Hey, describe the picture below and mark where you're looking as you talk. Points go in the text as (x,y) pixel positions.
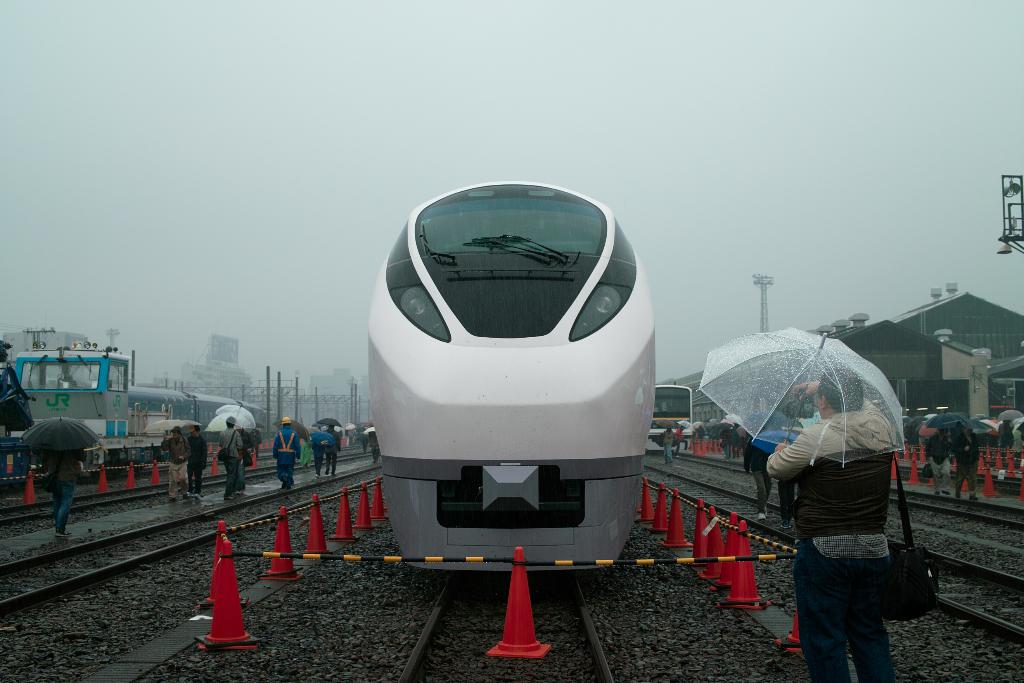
In this image in the front (853,544) there is a man (854,565) standing and holding an umbrella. In the center (579,441) there is train (527,499) and there are stands (229,543) which are orange in colour. On the left side (250,441) there are persons (237,456) walking and holding umbrellas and there are poles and there is a train (189,406). On the right side (713,403) there are persons (951,452), there are sheds (955,384) and there is a train (684,420) and on the left side (165,377) there are buildings (220,374) and the sky (436,123) is cloudy.
